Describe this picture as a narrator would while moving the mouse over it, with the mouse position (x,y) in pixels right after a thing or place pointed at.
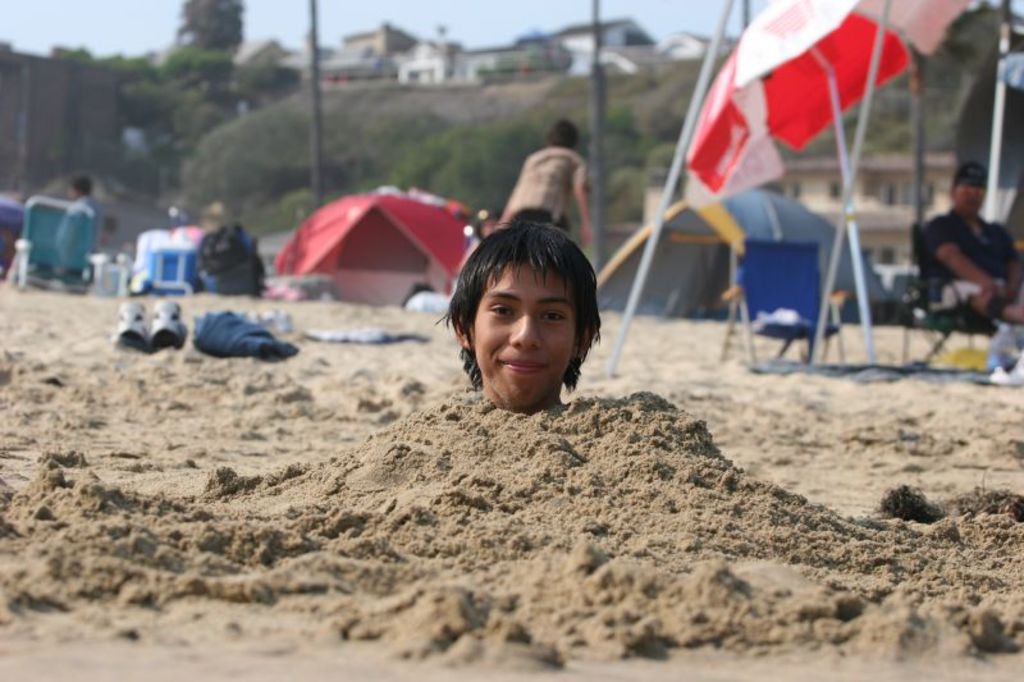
In the image there is a person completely laying under the sand (549,514), only the face (487,321) of the person (573,276) is above the sand surface (308,337) and behind the person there are some tents (632,255), umbrellas (810,58) and other people (565,205).
